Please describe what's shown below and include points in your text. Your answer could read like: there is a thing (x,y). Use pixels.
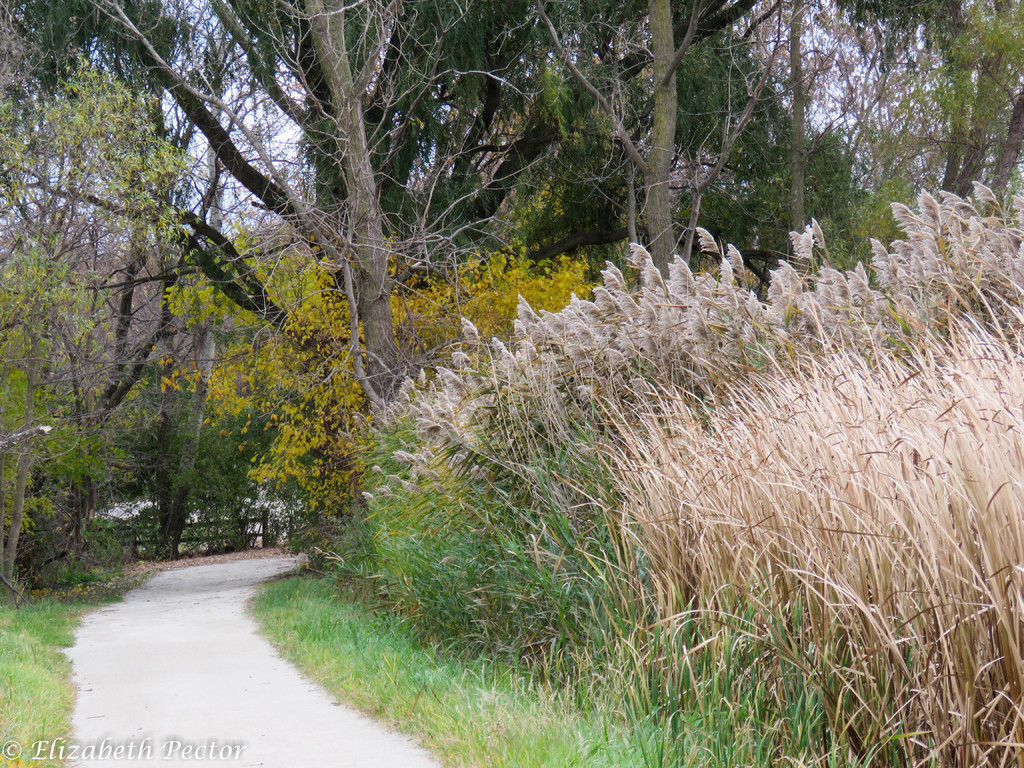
In this image there is grass (18,682) on the ground (280,690) and there are trees (23,276) and there are plants (511,550).
